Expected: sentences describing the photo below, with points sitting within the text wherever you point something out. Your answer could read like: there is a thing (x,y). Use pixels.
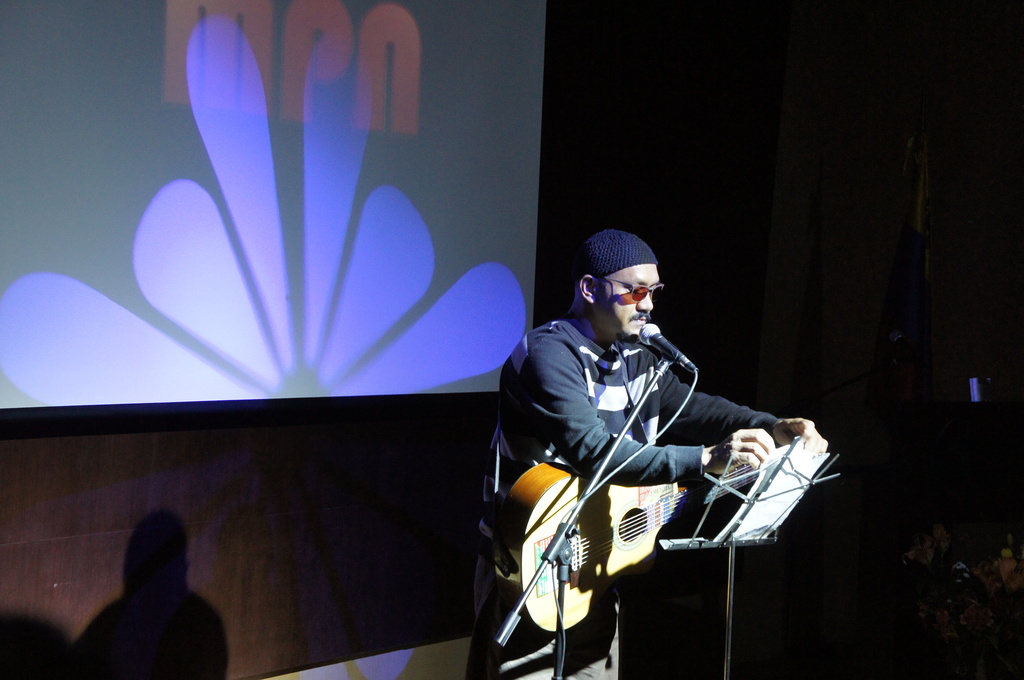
A man (610,483) is standing with his guitar (571,587) hanging on his shoulders (566,363). It is a microphone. This is a stand (722,482). This is a screen (248,248).
